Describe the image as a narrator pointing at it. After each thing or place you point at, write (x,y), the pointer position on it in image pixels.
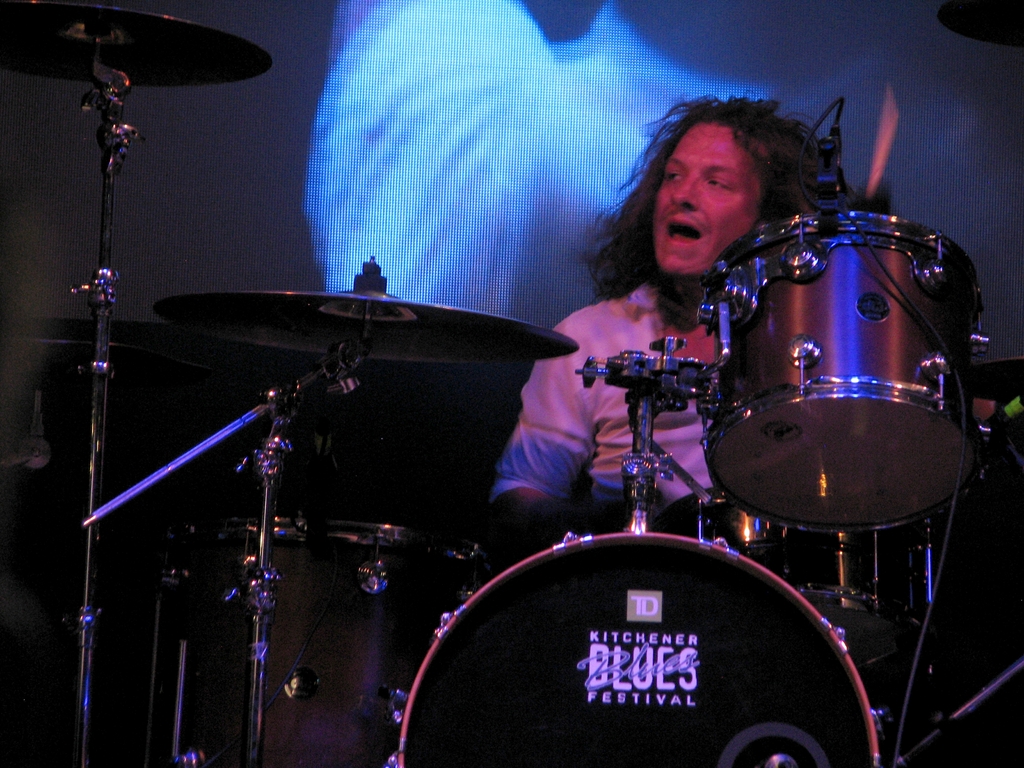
In this image we can see a person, musical instruments (223,323) and other objects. In the background of the image (510,108) it looks like a screen (441,75).
